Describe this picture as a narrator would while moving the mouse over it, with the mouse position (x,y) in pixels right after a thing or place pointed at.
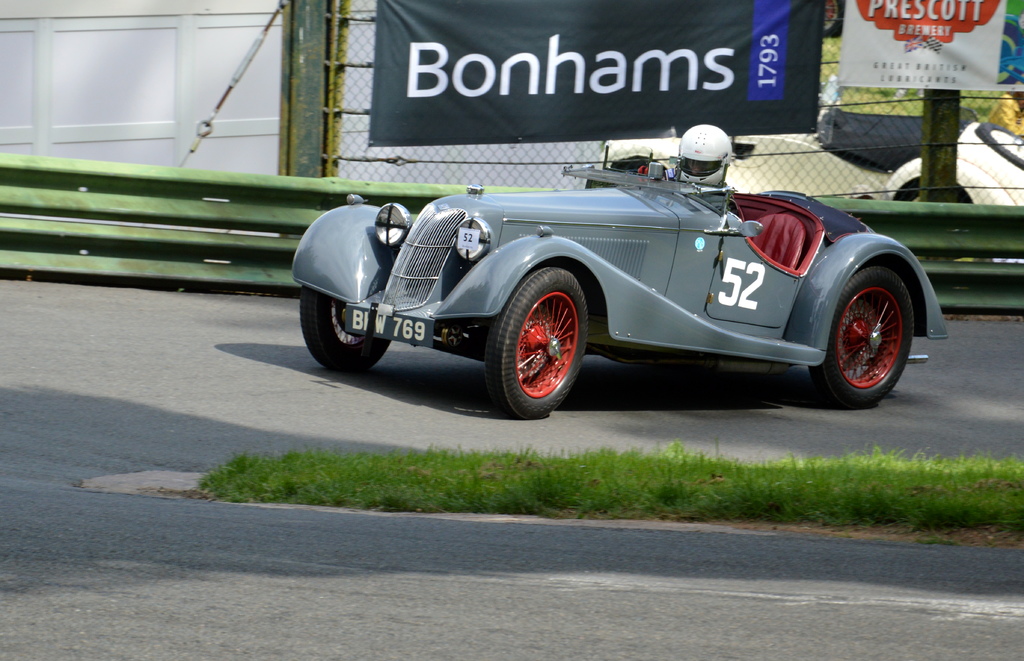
In this image we can see a person (716,180) is riding grey color car (584,284) on the road (502,441). Behind the car (308,340) boundary (929,236), fencing (857,110) and banners (406,78) are there. Bottom of the image (460,491) grassy land (490,490) is present.
